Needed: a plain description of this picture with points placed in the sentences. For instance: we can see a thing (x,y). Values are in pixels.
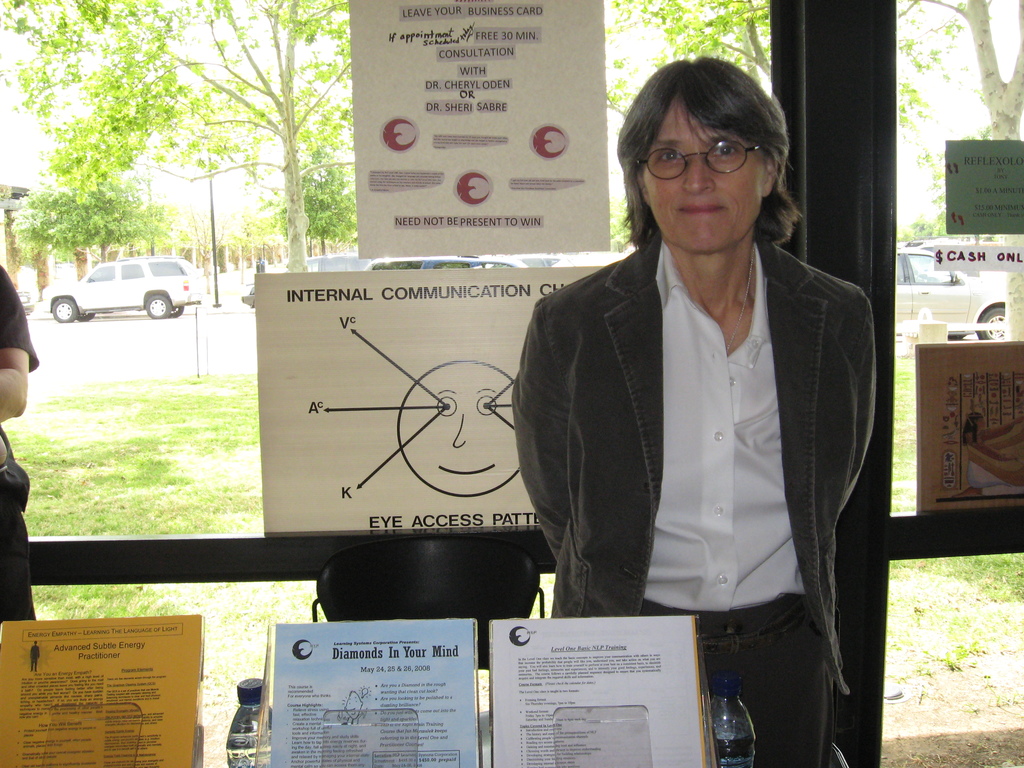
In this image, we can see a person (807,471) wearing clothes (676,484) and spectacles (736,162). There are boards (623,710) and bottles (717,713) at the bottom of the image (392,765). There are charts (1007,175) on the glass wall (903,495). There are vehicles (952,286) on the road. There are some trees (134,120) at the top of the image (292,70).
